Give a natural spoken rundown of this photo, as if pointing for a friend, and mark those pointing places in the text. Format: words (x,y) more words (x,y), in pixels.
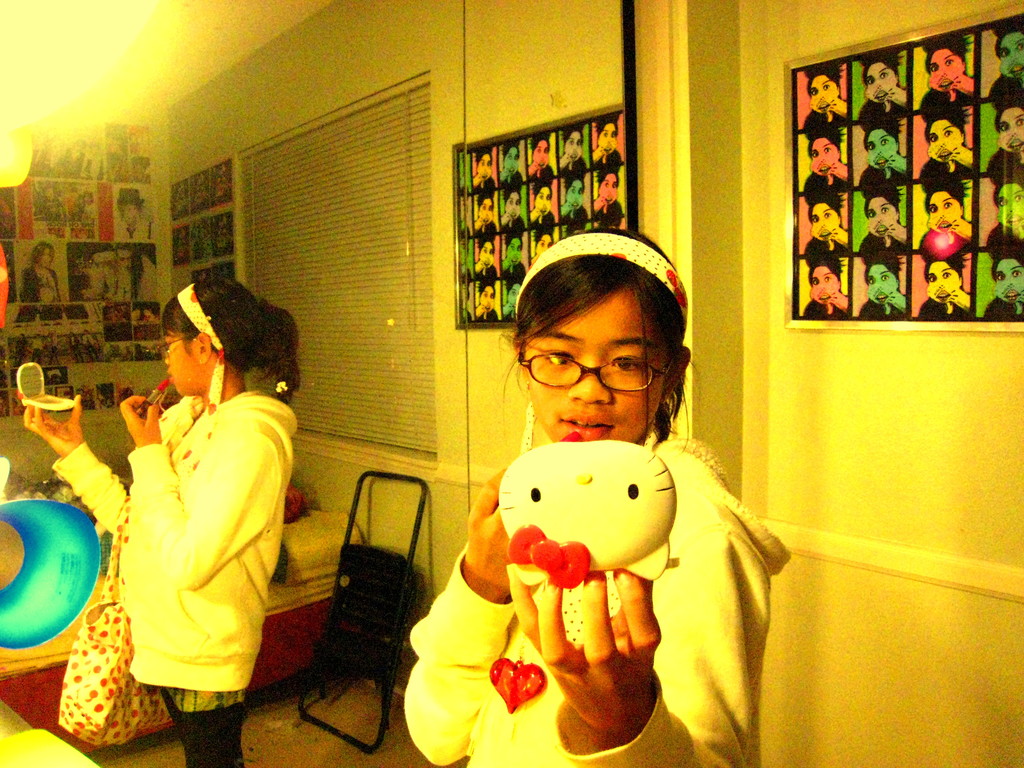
As we can see in the image there is a yellow color wall (928,719), photo frames (513,156), window (431,221), mirror (336,218) and there is a woman (636,590) holding toy (668,542). There is reflection (299,517) of bed (330,532) and chair (374,549).
